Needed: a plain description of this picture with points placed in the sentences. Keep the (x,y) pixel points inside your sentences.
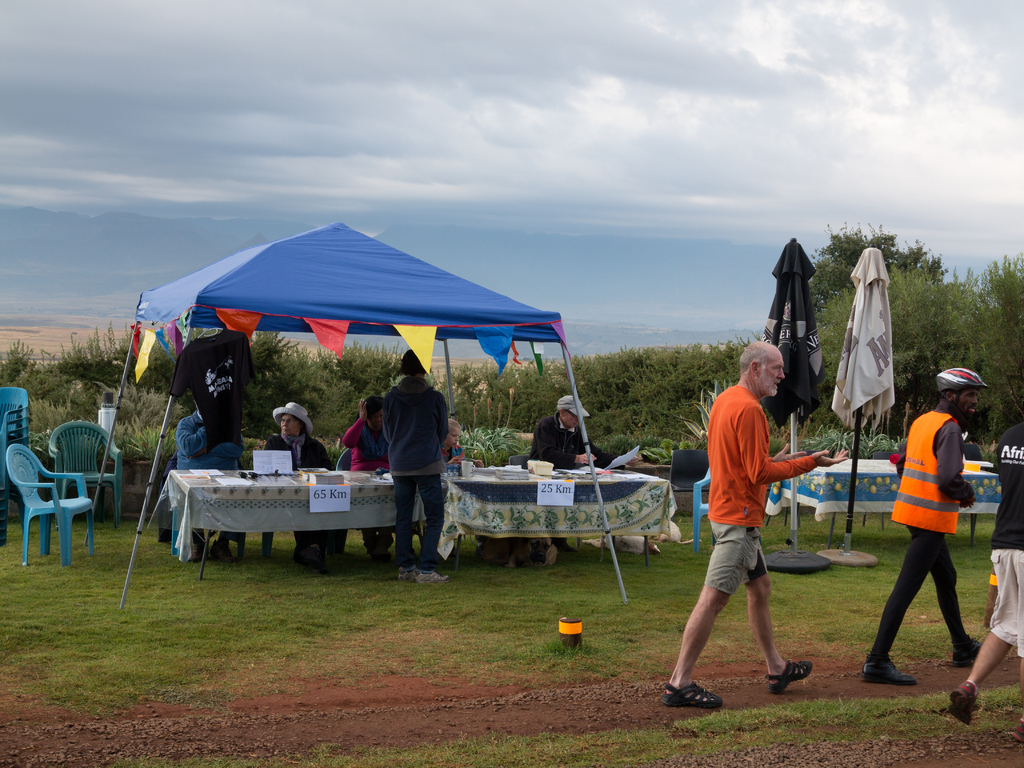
In this picture we can see people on the ground (404,621), here we can see a tent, clothes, tables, chairs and some objects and in the background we can see trees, sky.
